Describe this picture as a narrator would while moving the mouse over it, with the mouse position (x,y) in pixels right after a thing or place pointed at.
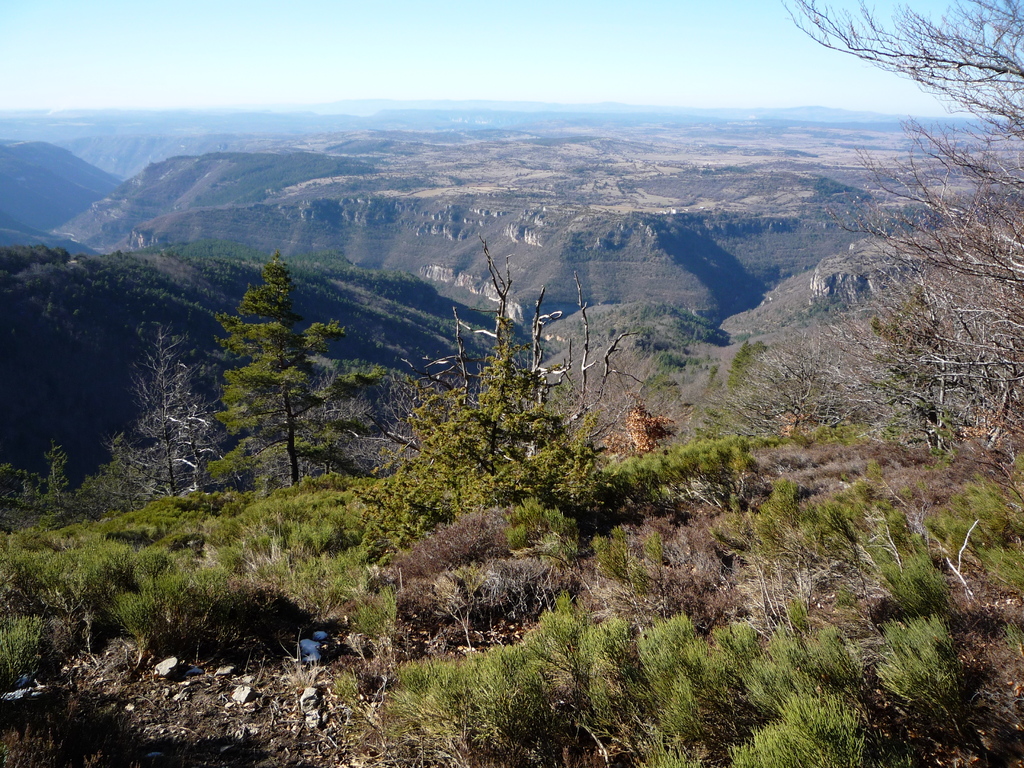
In this picture we can observe some plants (603,550) and trees (382,424). There are hills (61,294). In the background (617,58) we can observe a sky (305,69).
